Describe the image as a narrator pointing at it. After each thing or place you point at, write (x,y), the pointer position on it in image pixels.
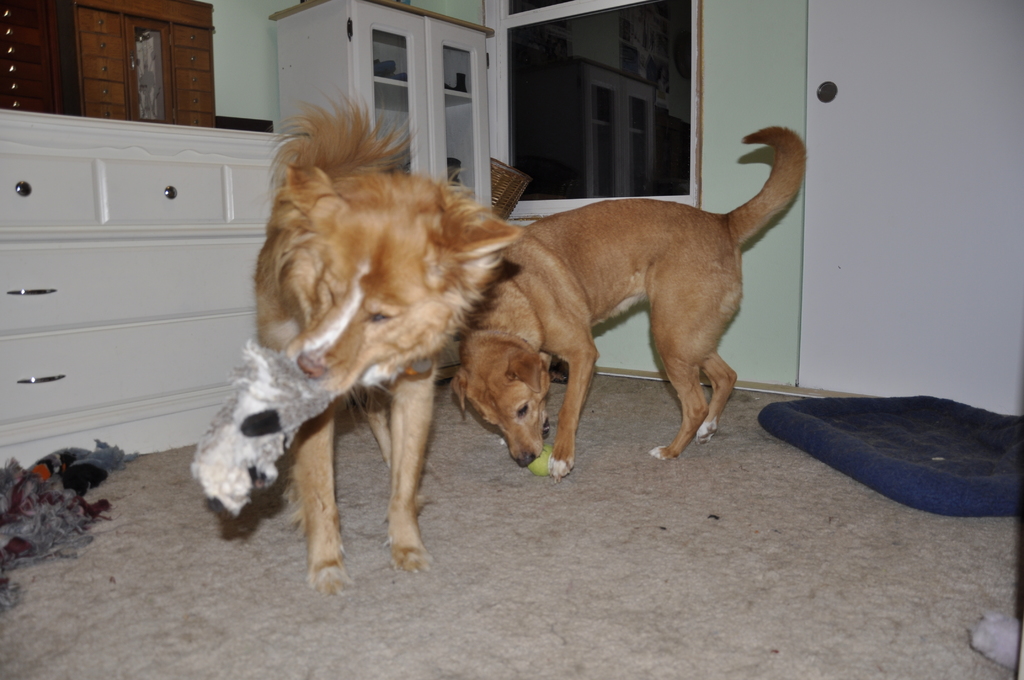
In this image we can see two dogs (584,278). One dog (306,265) is holding grey color thing (293,367) in mouth (332,374) and other dog (593,359) is playing with ball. Behind them cupboards (155,62), window (584,109), wall (748,65) and door (844,167) are present. Right side of the image (933,459) some dark blue color thing (908,457) is present on the floor (775,567). Left side of the image (43,499) cloth (56,512) is there.
